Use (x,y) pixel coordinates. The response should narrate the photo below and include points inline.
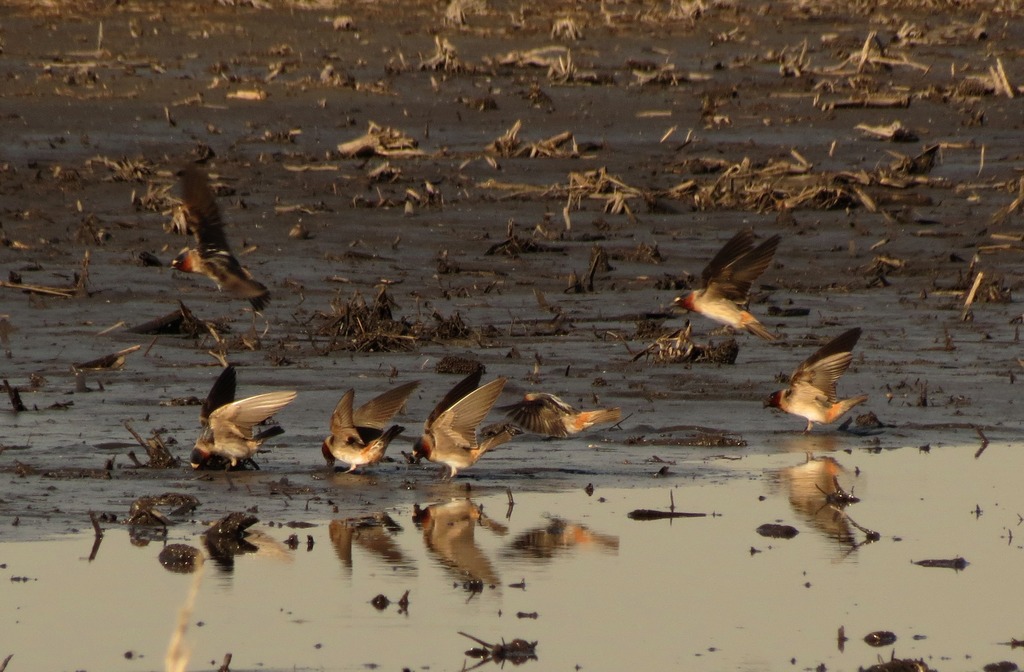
In this image I can see water (528,565) and number of birds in the front (254,422). In the background (535,357) I can see number of things (886,3) on the ground (583,281) and I can also see reflection (448,548) of birds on the water (434,579).
